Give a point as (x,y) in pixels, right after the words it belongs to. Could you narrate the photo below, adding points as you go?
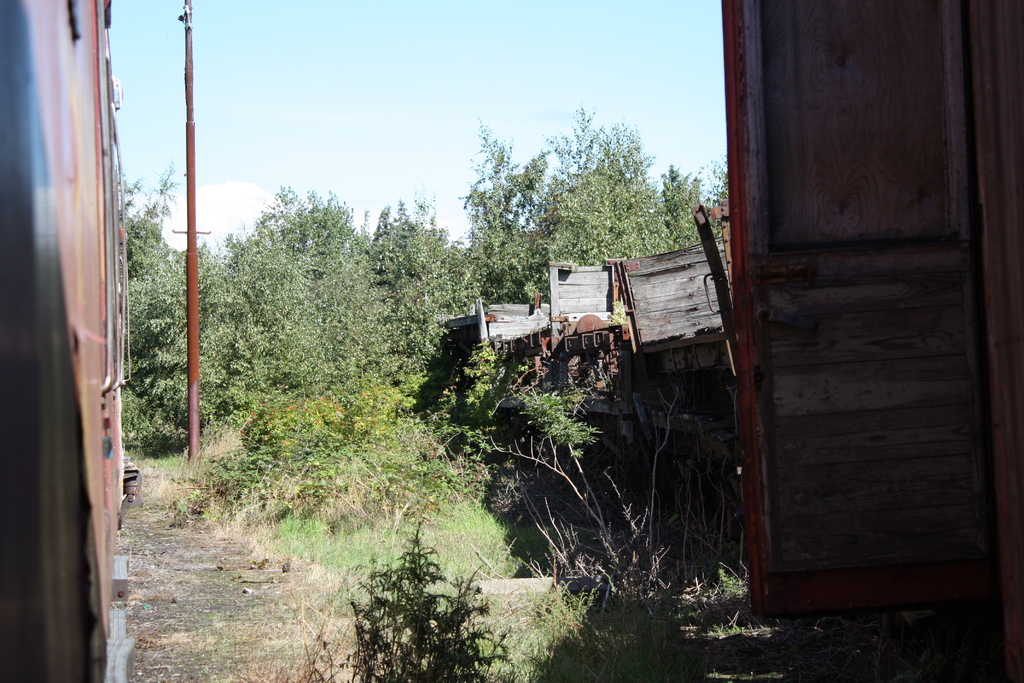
In this image I can see in the middle (414,380) there are trees (298,263). On the right side (798,293) there are wooden things (766,345). On the left side (74,445) there is the pole (195,405) and beside of it, it looks like a train body (78,396). At the top (459,96) there is sky (424,92).
